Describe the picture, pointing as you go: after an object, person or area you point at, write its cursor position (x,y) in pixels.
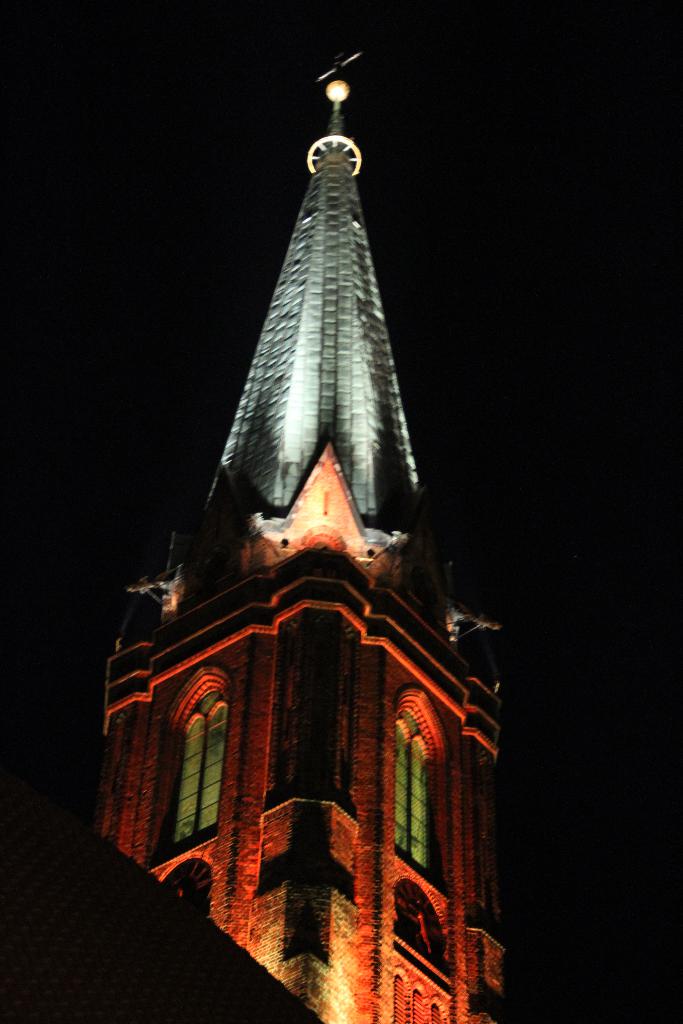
In this image there is a tower (281,411) having windows (406,831). Background (463,445) is in black color.
